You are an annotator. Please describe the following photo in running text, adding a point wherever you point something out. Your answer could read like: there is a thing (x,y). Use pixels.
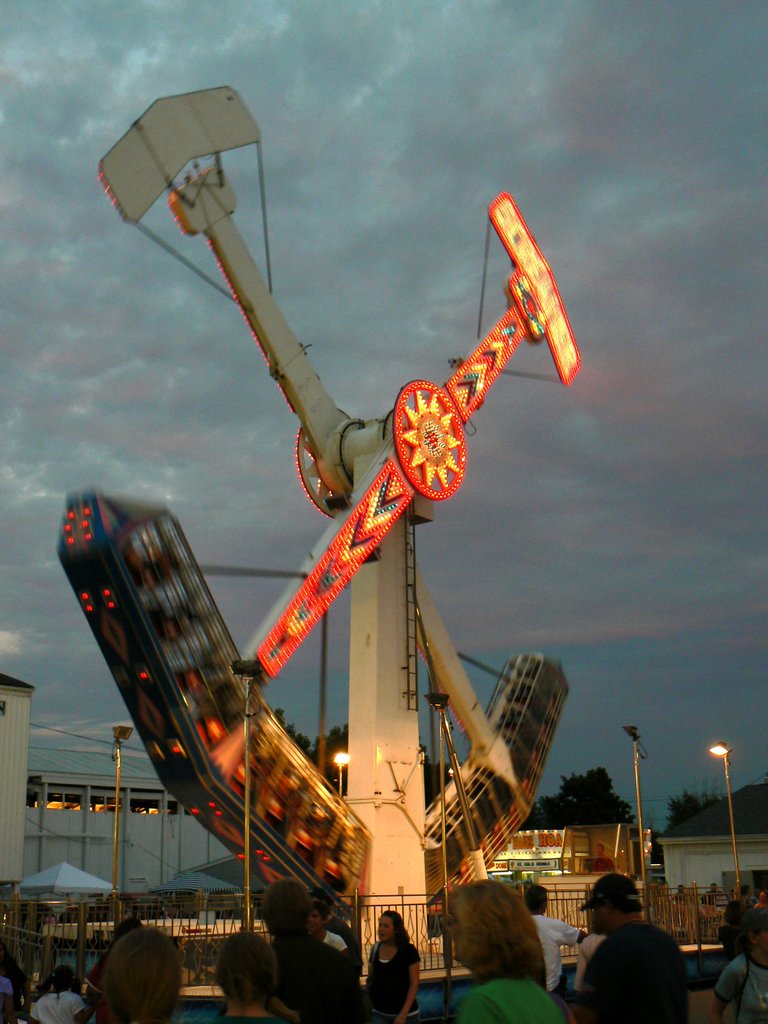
In this image I can see number of people (313,939) are standing in the front (726,982). In the background (312,801) I can see number of poles (726,751), number of lights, an amusement park ride (432,636), few trees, clouds (609,396) and the sky (205,311). I can also see a building (8,717) on the left side of this image (12,708).
